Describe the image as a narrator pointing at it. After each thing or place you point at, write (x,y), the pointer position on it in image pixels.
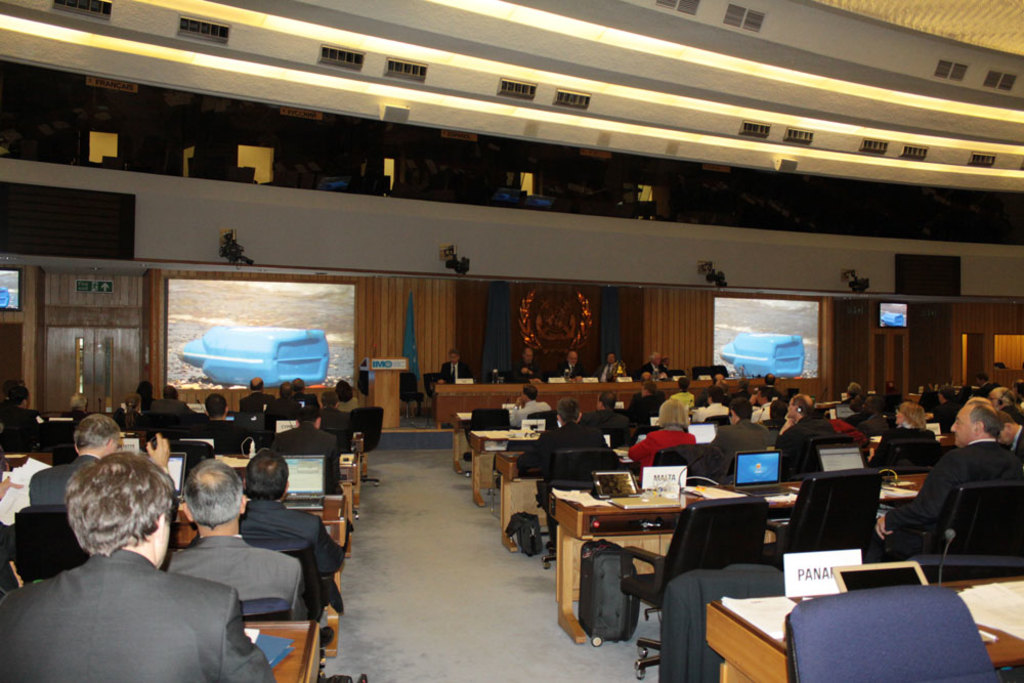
In this picture we can see a group of people (136,463) sitting on chairs (843,508) and in front of them there is table (629,382) and on table (510,395) we can see name boards (826,570), laptops (747,456), wires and in background (677,334) we can see screen (797,337), curtains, wall (100,305).
